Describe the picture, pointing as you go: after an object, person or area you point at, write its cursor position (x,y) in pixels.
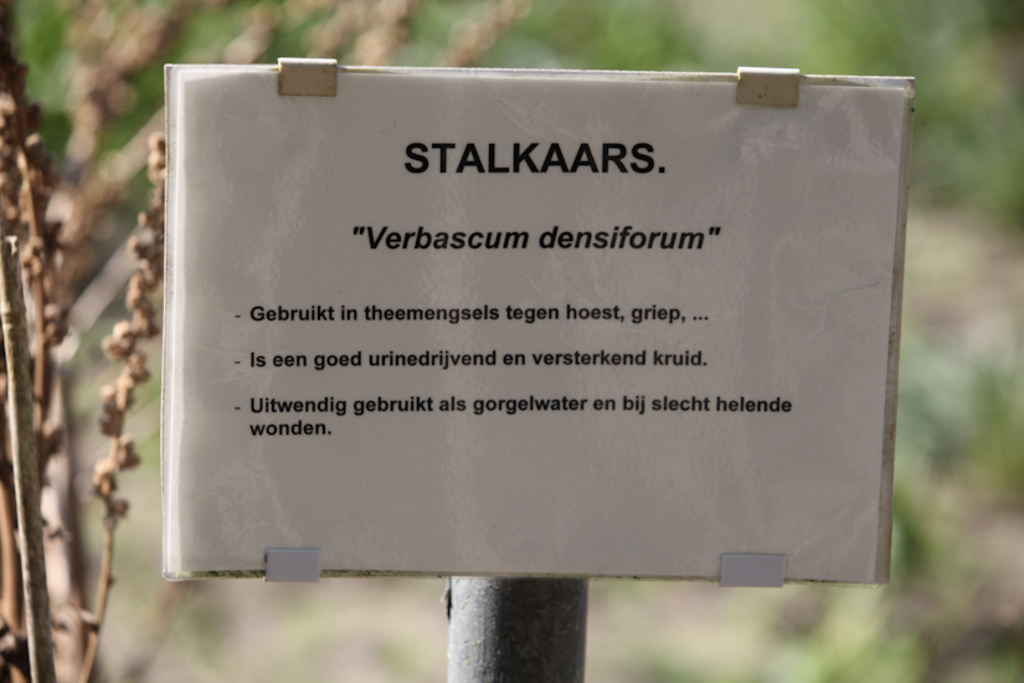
In the picture I can see a paper (491,416) on which we can see some text (541,404) is printed is attached to the pole (489,641). The background of the image (962,36) is slightly blurred which is in green color.
